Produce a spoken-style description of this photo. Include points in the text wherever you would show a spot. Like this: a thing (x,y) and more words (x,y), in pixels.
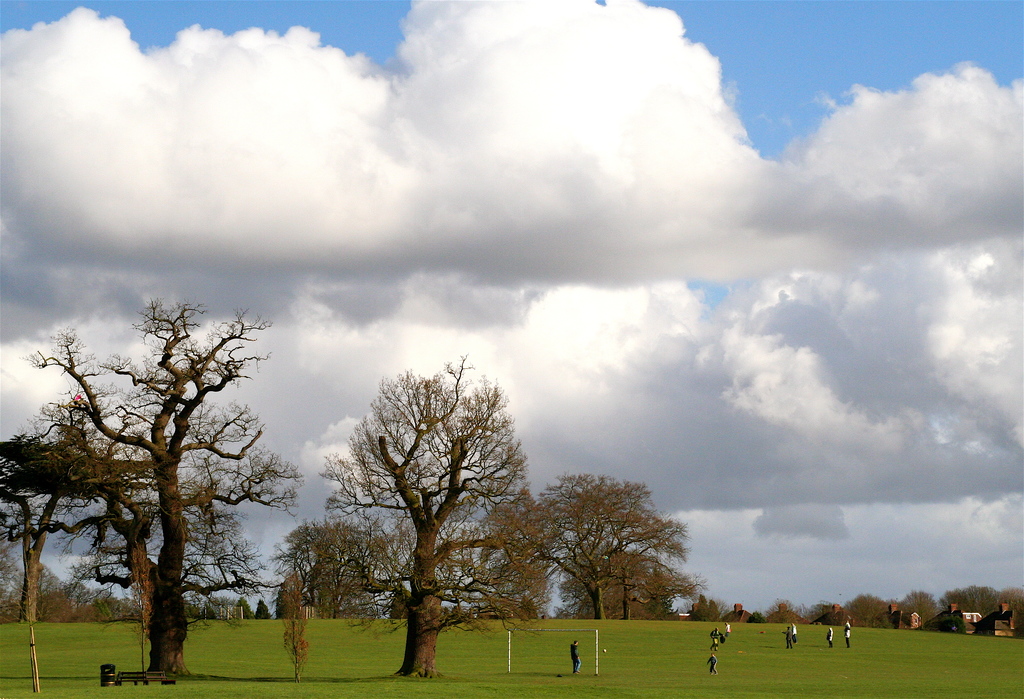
In this picture there are grassland (536,656) and trees (648,601) at the bottom side of the image (61,629) and there is sky (787,552) at the top side of the image (524,130).
